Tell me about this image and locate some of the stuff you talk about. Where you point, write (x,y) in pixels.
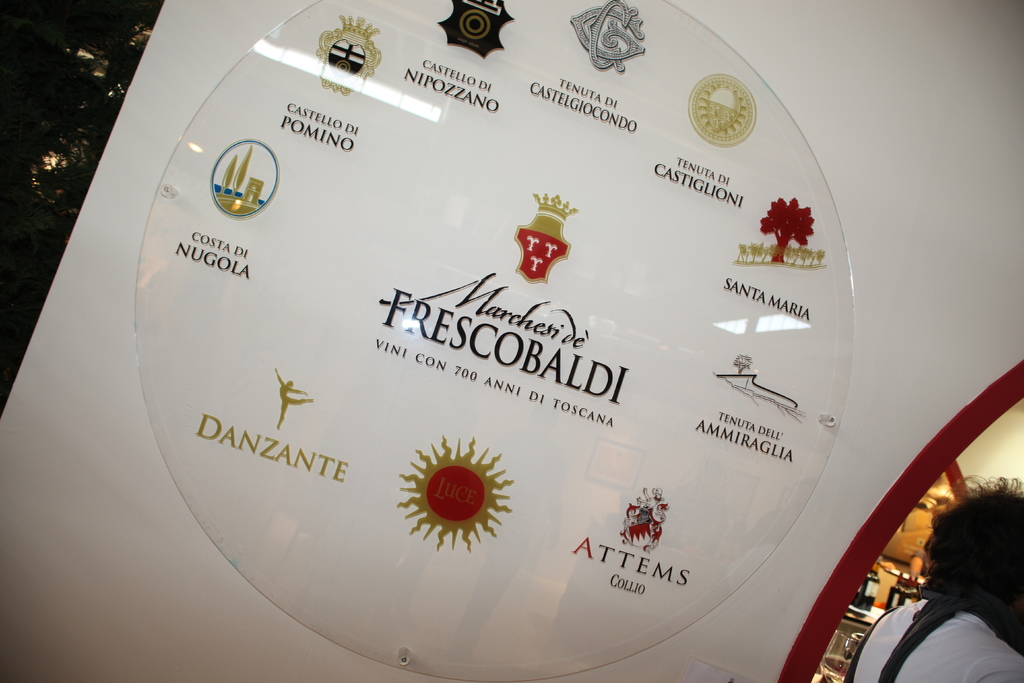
This image is taken indoors. In this image there is a wall (237,622) and there is a board (390,192) with a few images (477,496) and there is a text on it. On the right side of the image (903,585) there are a few objects (848,639) and there is a person (960,596).
